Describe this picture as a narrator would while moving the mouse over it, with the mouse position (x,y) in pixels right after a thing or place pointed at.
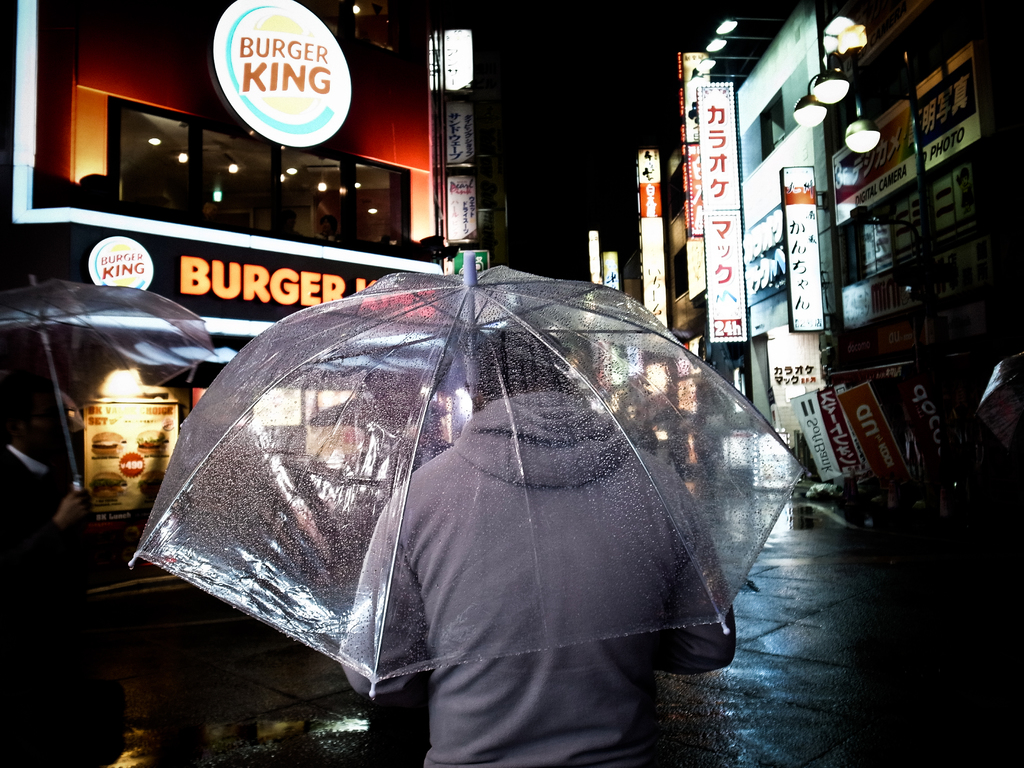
This picture is clicked in the dark. I can see lights (234,104) and shops (773,132) of the buildings (788,133) on both sides of the road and I can see people (13,469) holding umbrellas (325,477). It seems it's raining.
